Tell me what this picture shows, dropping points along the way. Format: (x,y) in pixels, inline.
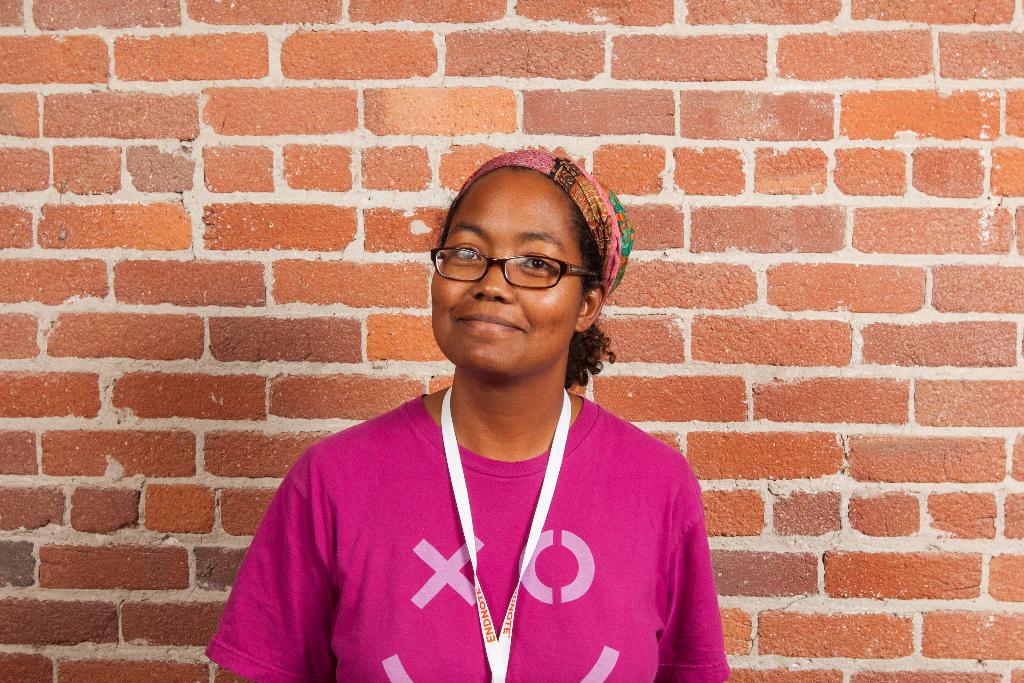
In this image in front (554,573) there is a person (462,315) having a smile on her face (577,307). Behind her there is a brick wall (909,492).
